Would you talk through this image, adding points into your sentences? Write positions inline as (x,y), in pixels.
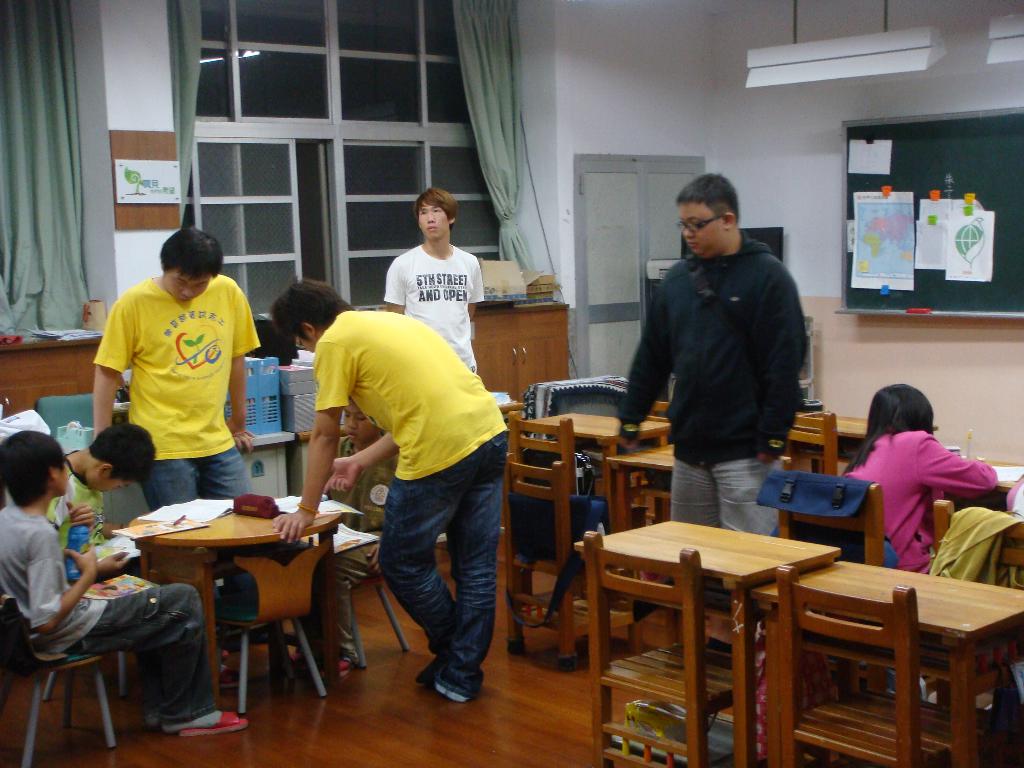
There are many people (400,407) in this room (319,363). Two persons (483,413) wearing yellow t shirt (429,382) is standing. In front of them there is a table (224,528). On the table (245,526) there are papers (189,511), pouches (253,504) and pen (177,521). There are four persons (76,525) sitting on chairs (63,659). There are many tables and chairs (790,695). In the background (666,62) there is a wall (624,87), curtain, window (383,113), board (1000,235). On the board (913,191) there are some notices (895,205). And a cupboard (523,327), On the cupboard (482,309) there are some boxes (518,282).
